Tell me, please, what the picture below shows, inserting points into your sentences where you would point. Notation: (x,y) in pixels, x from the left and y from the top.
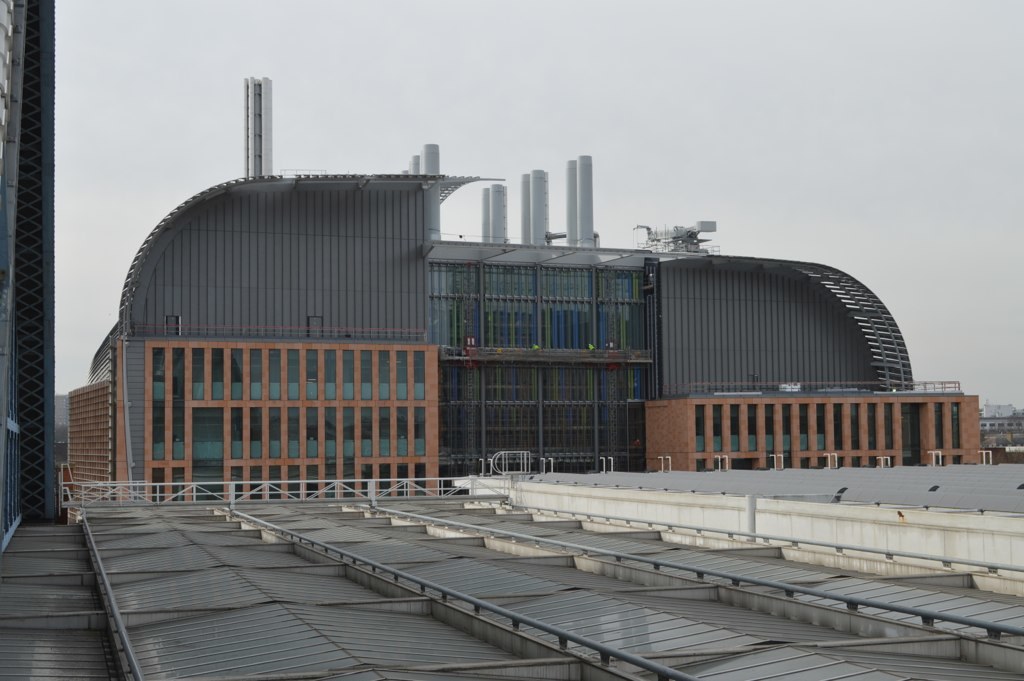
In this picture we can see the railings (508,479) and buildings (350,281). We can see the sky (535,54) on top of the picture (606,96).
